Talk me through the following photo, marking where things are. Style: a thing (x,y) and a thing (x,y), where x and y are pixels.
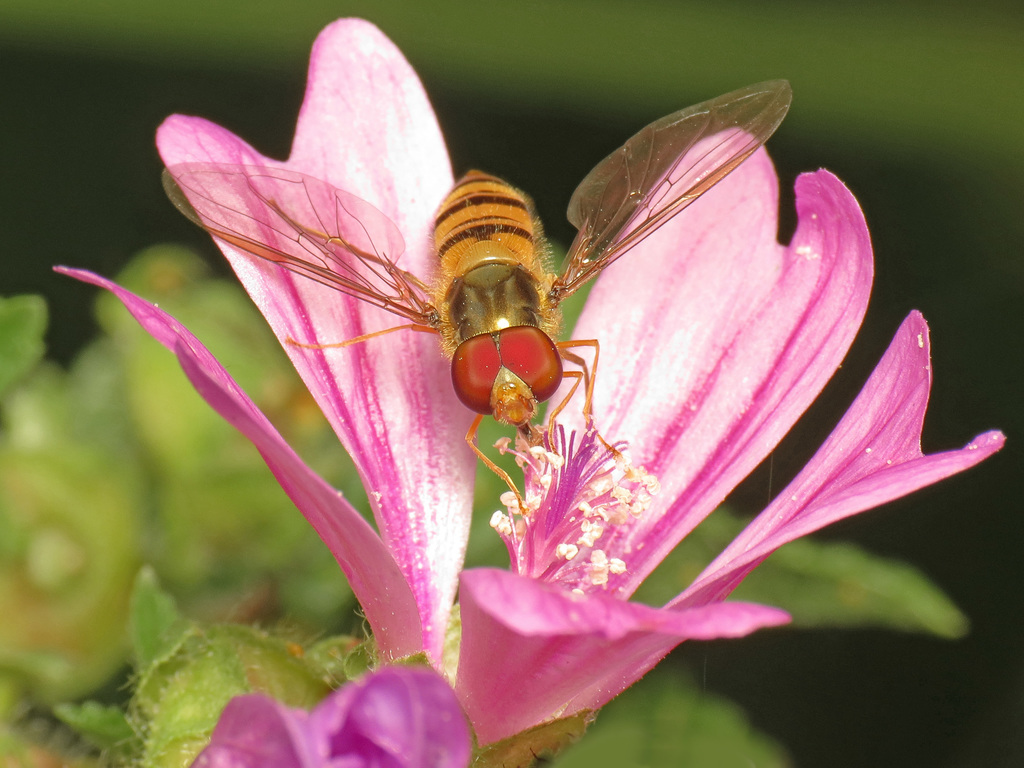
In this picture we can see an insect (477,192) on a flower (720,454) and in the background (716,533) we can see leaves (489,534) and it is blurry.
